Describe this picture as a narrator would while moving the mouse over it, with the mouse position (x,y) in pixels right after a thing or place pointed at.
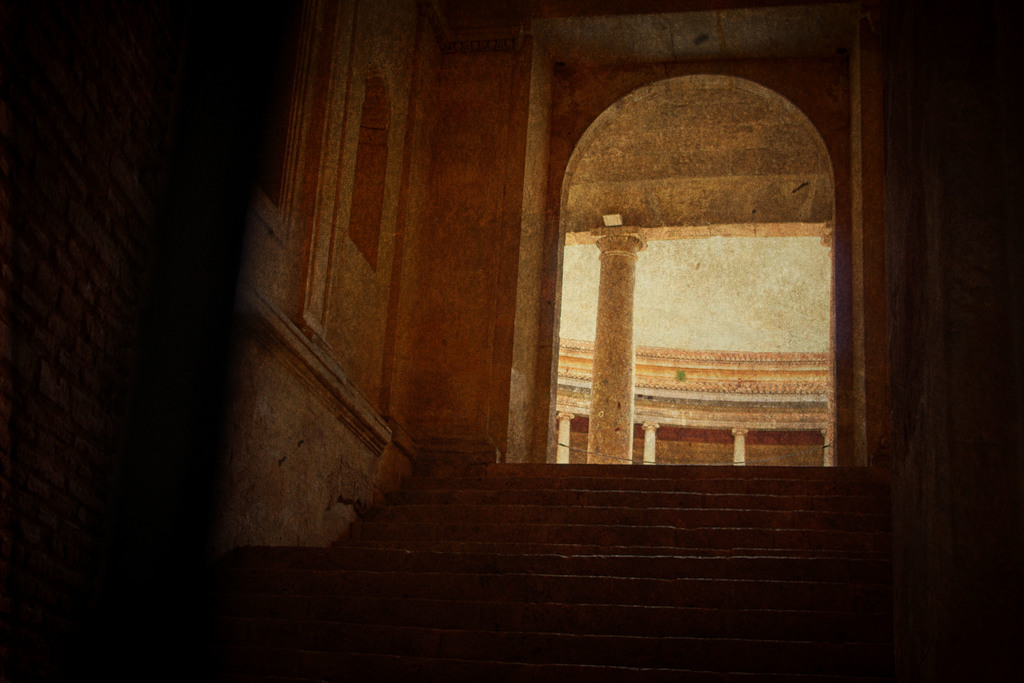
In this image I can see stairs (727,586) in the front (727,586). There is an arch (840,442) in the center (606,231), there are pillars (612,415) at the back (607,418). There is a window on the left (322,278).
